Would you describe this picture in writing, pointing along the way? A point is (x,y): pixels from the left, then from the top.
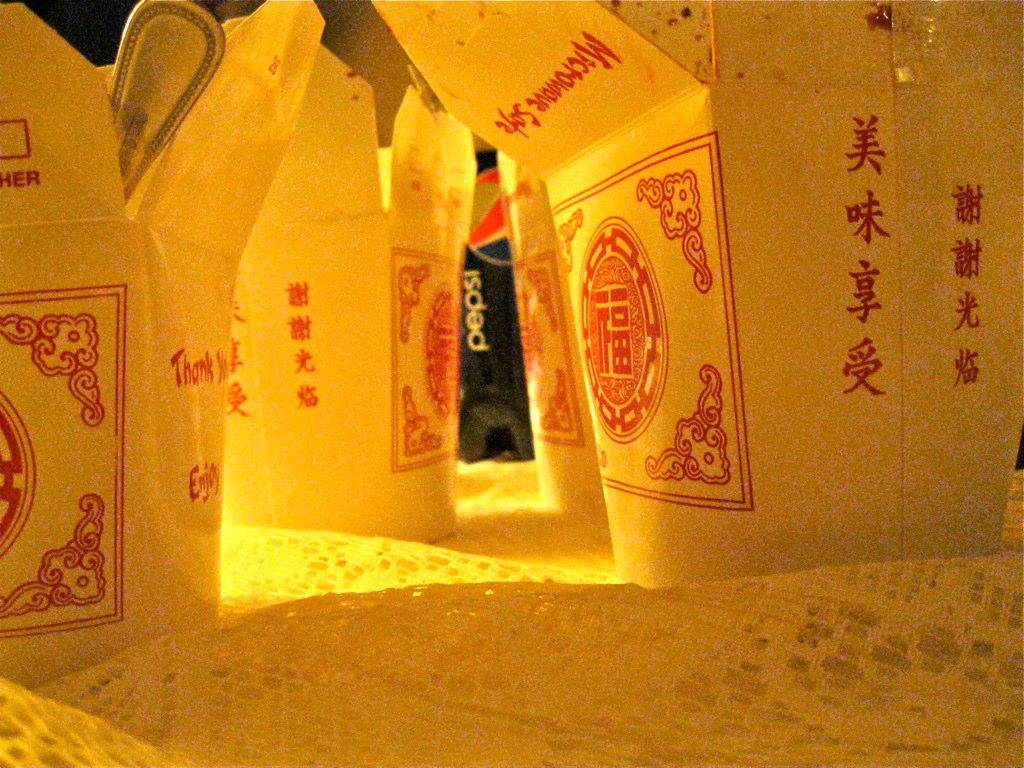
In the center of this picture (590,393) we can see the boxes (107,462) containing some objects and we can see the text (612,362) and some pictures (644,383) on the boxes (610,348). In the foreground (540,651) we can see there are some objects (380,580) seems to be the tablecloths (492,596) and in the background (483,381) we can see a bottle (502,207) of a cool drink (502,207) and we can see the text (473,320) on the bottle (461,332).
